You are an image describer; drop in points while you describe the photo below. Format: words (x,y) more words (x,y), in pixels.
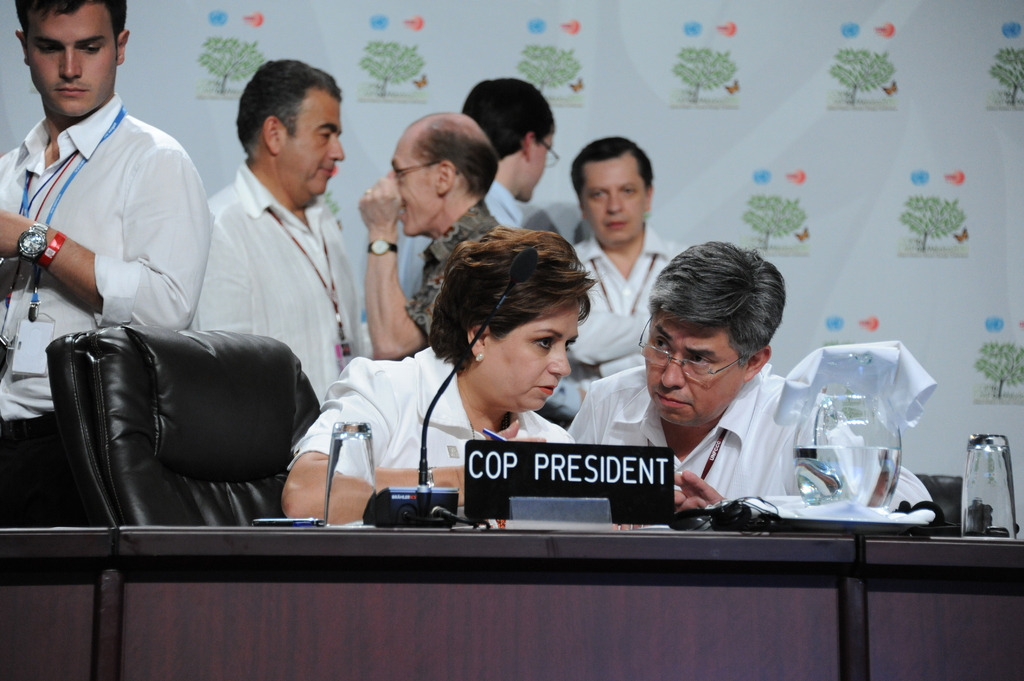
In this image there is a man (731,428) and a woman (487,389) sitting in chairs (278,484), in front of them on the table (202,531) there are glasses (346,482), mic's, name boards (530,475) and some other objects (907,519), behind them there are a few other people (449,211) standing, behind them there is a banner (663,127).
